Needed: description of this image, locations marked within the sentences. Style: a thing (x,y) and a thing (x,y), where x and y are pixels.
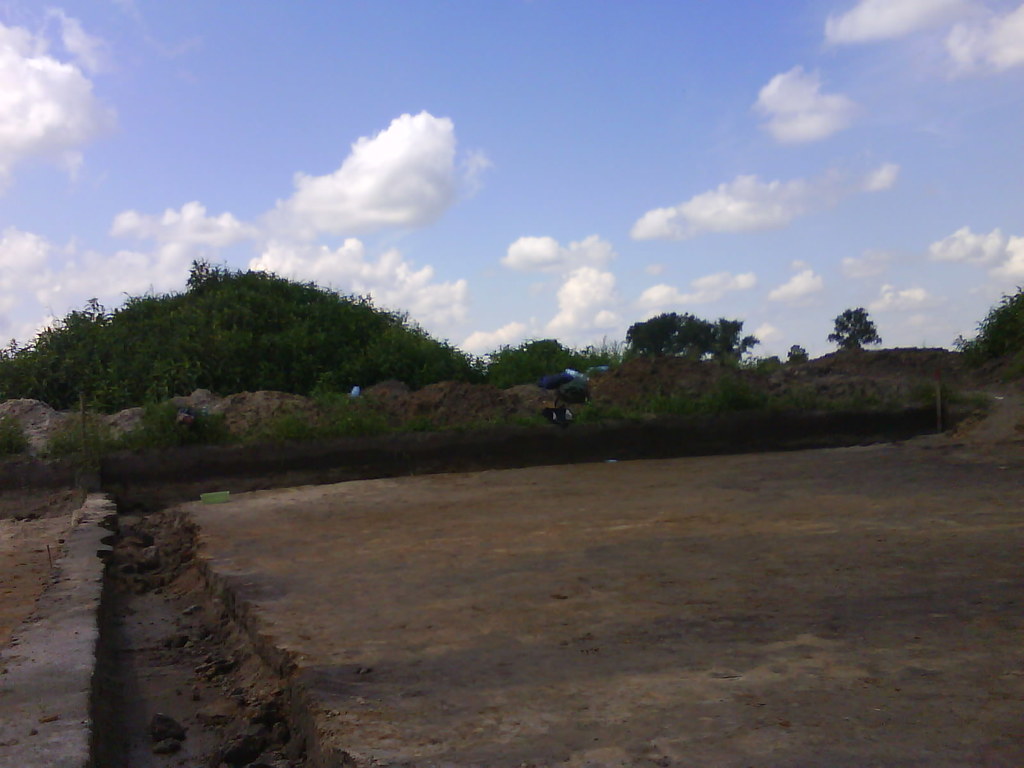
In this image there is the sky (665,131) towards the top of the image (622,128), there are clouds (668,233) in the sky (449,180), there are trees (244,349), there is ground (303,668) towards the bottom of the image (481,654), there are objects (222,498) on the ground (270,478), there is mud (157,565) on the ground (188,537).
